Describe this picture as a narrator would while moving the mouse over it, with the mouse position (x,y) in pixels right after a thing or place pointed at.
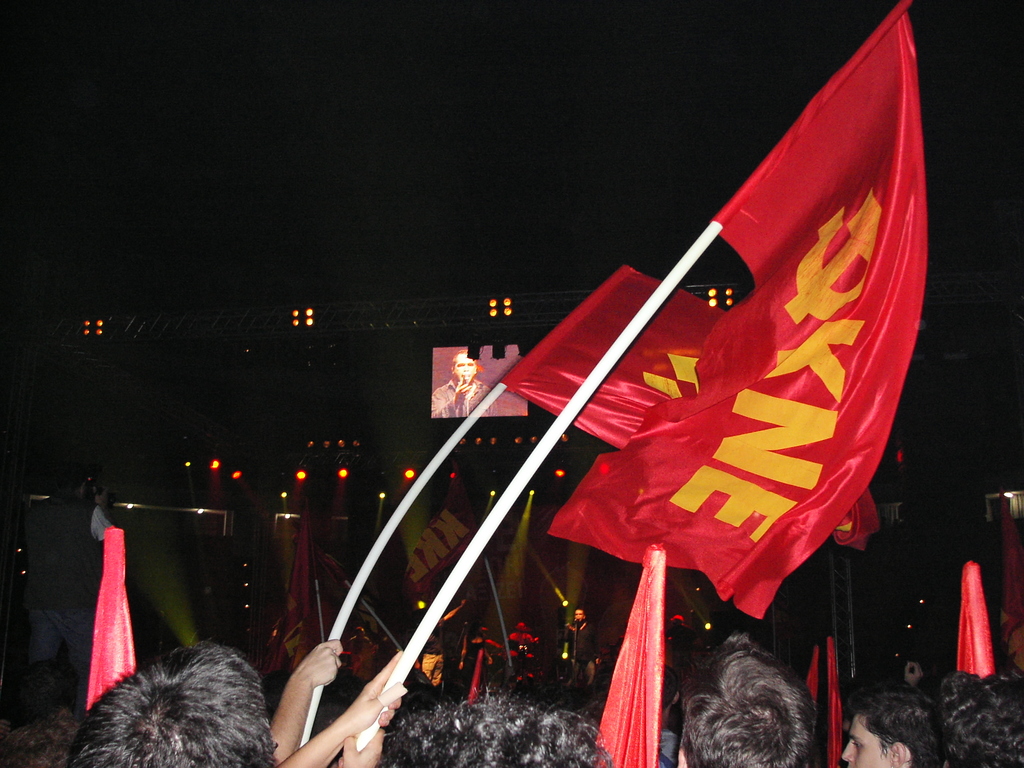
In this picture I can see a group of people (526,719) among them some are holding flags (462,519) in their hands (320,670). In the background (305,380) I can see a stage (497,428) and screen (470,382) on which I can see a person (467,382). I can also see some lights (287,519) over here. The background of the image (339,174) is dark.
